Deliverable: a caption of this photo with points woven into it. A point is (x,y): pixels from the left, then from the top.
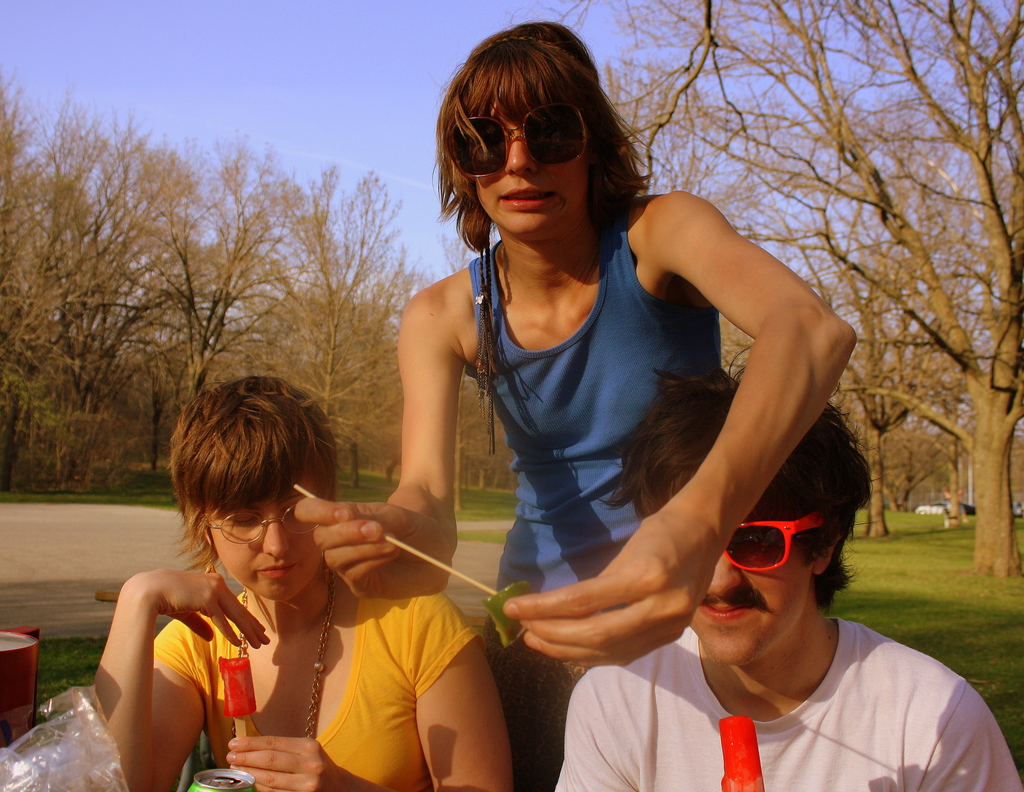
At the bottom of the picture (278,556), we see a man (595,715) and the women (424,707) are sitting on the chairs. They are holding ice cream sticks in their hands (289,783). In front of them, we see coke bottle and plastic cover (51,759). On the left side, we see something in red color. On the right side (937,617), we see grass (904,520). There are trees (310,340) in the background (385,202). At the top of the picture (343,44), we see the sky (286,27).
